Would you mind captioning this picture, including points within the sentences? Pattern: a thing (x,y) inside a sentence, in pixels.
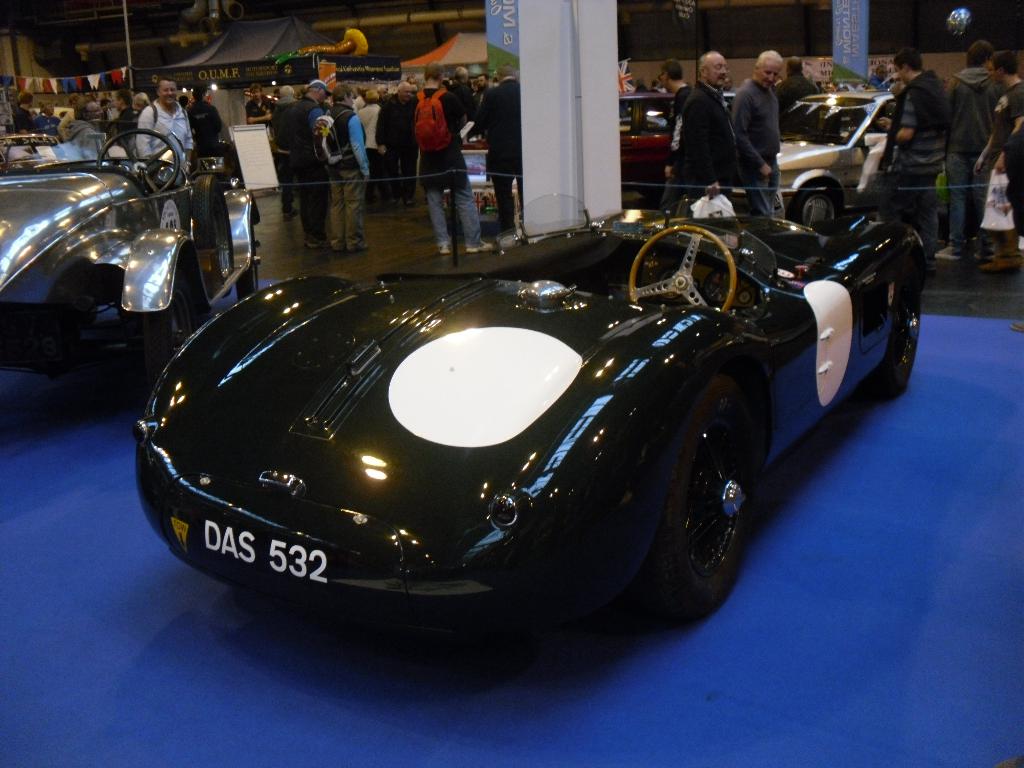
In this image I can see fleets of cars (509,372) and a crowd (1000,153) on the floor (802,605). In the background (466,60) I can see tents (241,51), flags (124,74), wires (105,70), pipes (389,13), boards (548,81) and so on. This image is taken may be in a showroom (742,22).
